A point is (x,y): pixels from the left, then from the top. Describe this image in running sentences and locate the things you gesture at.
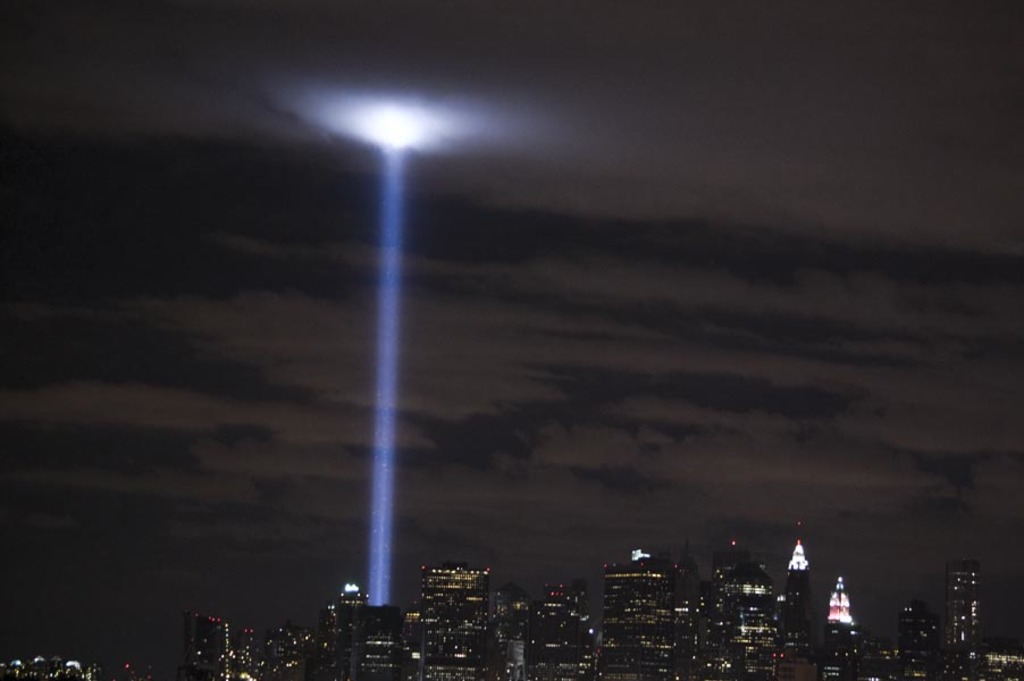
This image consists of many buildings (617,634) and skyscrapers (950,592). In the middle (388,446), there is a light ray (384,534). At the top (589,226), there are clouds (646,350) in the sky (288,323).
